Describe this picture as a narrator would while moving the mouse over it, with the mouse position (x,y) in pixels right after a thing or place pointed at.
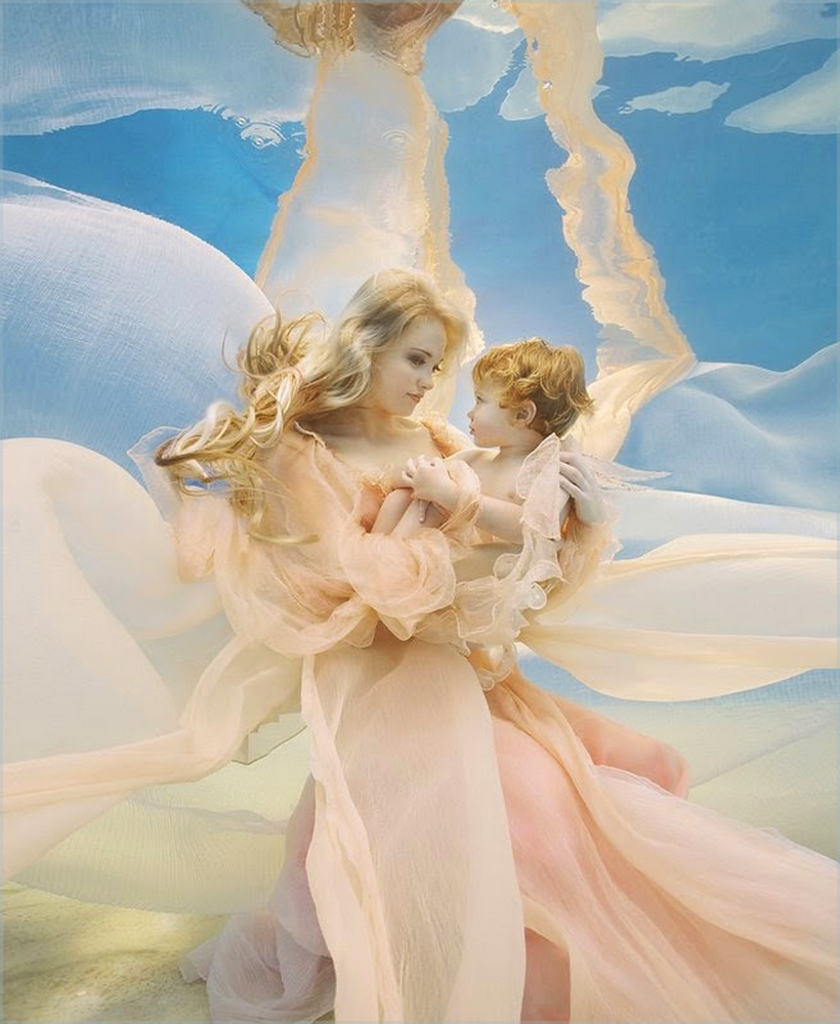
In the center of the image (516,514) we can see a lady (390,601) holding a baby (486,546). At the bottom (106,971) there is sand (254,844). In the background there is sky (47,393).
